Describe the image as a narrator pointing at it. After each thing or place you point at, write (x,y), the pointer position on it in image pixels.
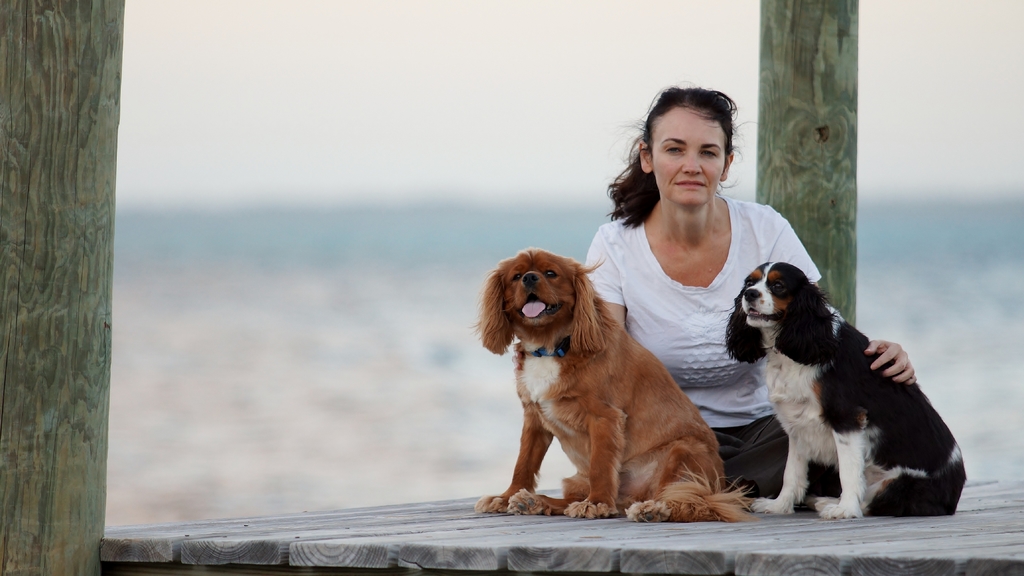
This woman (711,176) wore white t-shirt (695,371). In-front of this woman (692,296) there are dogs (778,395).
